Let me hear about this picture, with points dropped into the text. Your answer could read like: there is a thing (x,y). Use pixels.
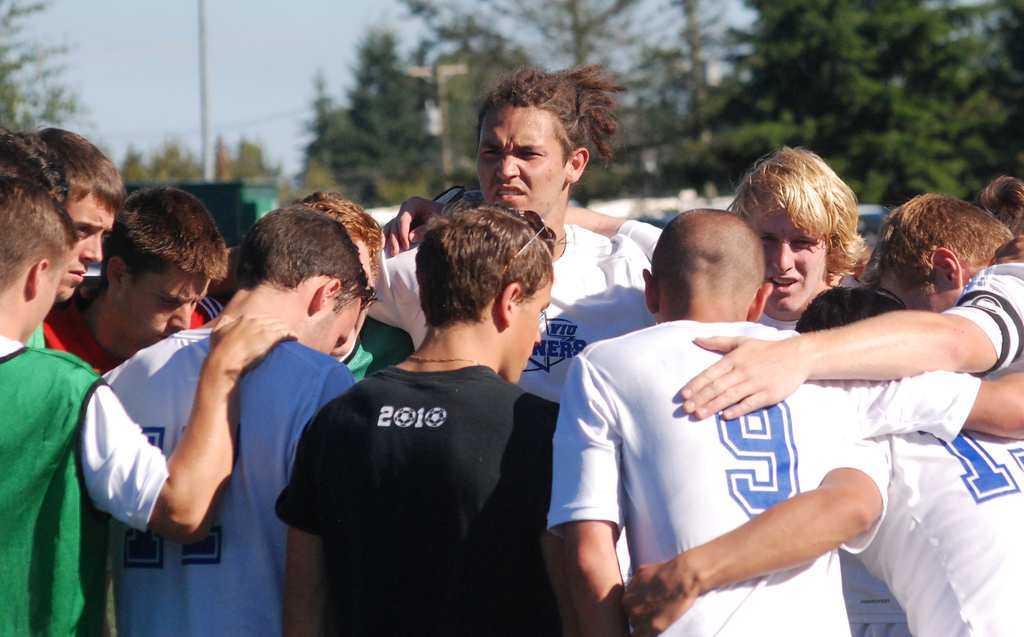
In this image I can see number of people (396,323) are standing in the front (576,326) and I can see all of them are wearing t shirts (411,332). In the background (197,165) I can see number of trees (398,149), a pole (204,21) and the sky (184,61). I can also see this image is little bit blurry in the background (410,34).
